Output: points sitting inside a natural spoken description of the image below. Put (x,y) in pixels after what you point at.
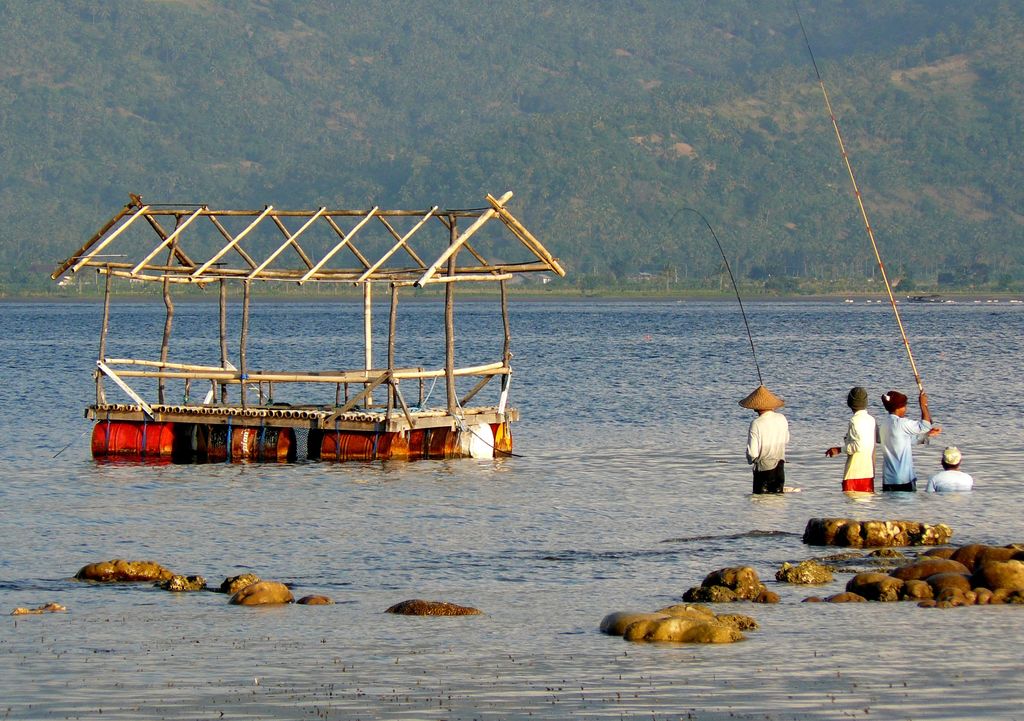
In this picture I can observe a river (588,357). On the right side (867,475) there are four members (751,433) standing in the water (793,454). I can observe some rocks (671,635) in the bottom of the picture (833,576). In the background (483,149) there is a hill (608,102).
